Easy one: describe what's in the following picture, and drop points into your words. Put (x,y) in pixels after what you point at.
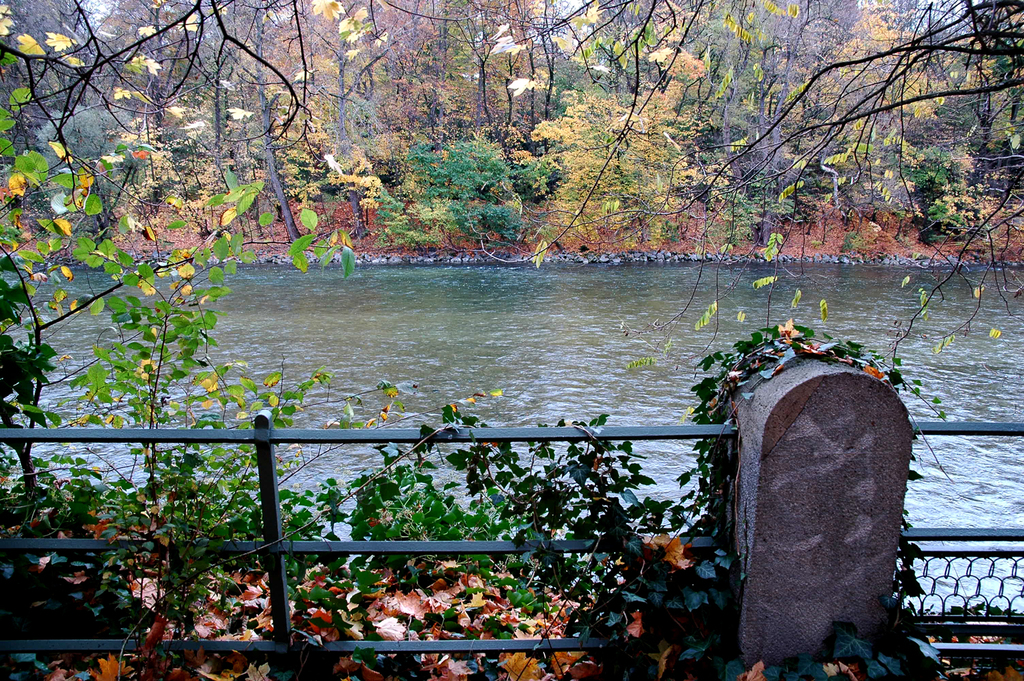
This image consists of trees (494,131) at the top (494,131). There is water (558,271) in the middle (609,403). There is sky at the top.
